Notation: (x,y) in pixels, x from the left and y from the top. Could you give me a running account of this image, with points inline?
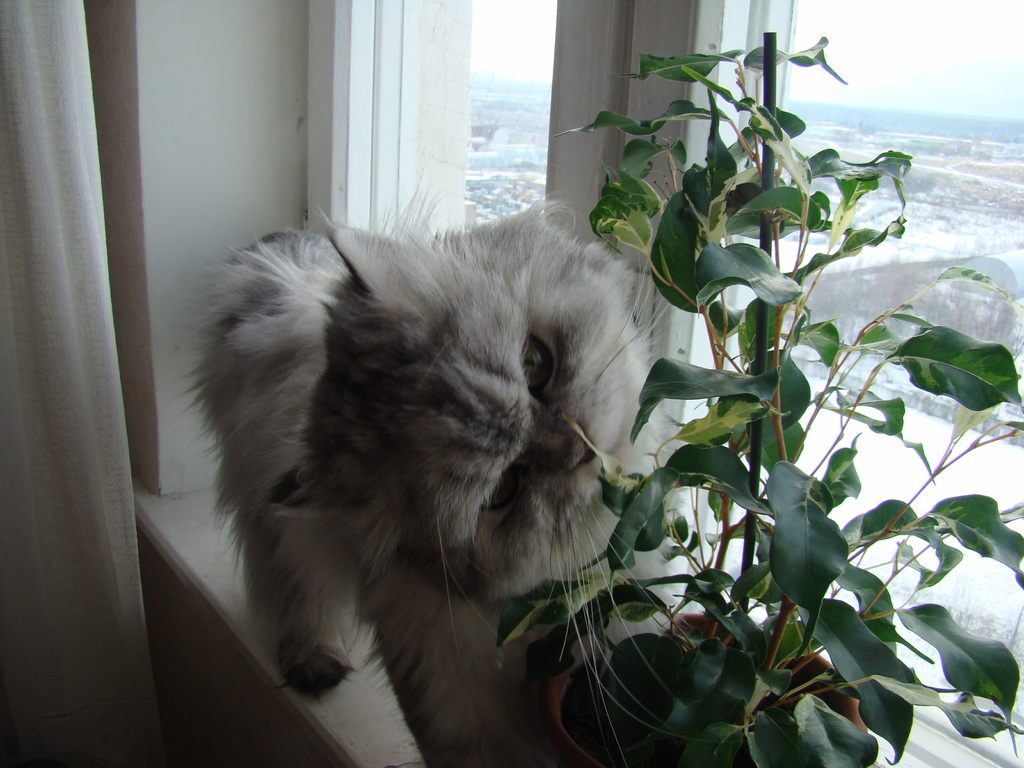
In this picture we can see a cat (498,508), house plant (715,481), window (533,89), curtain (69,208) and from window (865,98) we can see the sky (928,101).
